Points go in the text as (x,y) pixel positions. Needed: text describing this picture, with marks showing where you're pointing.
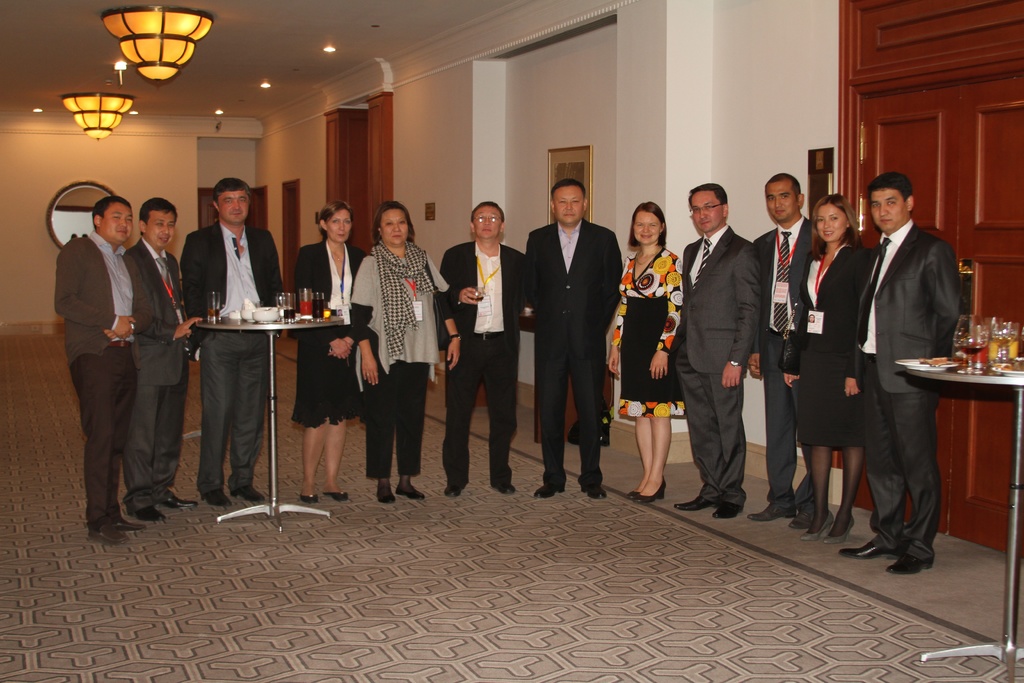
In the picture a group of people (337,308) were standing and posing for the photo. There are two tables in front of them and on the tables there are some juices (291,317) and other food items (277,316), behind them there is a photo frame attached to the wall (532,136) and in the background (340,161) there are few doors (342,141) beside the wall (301,170).
